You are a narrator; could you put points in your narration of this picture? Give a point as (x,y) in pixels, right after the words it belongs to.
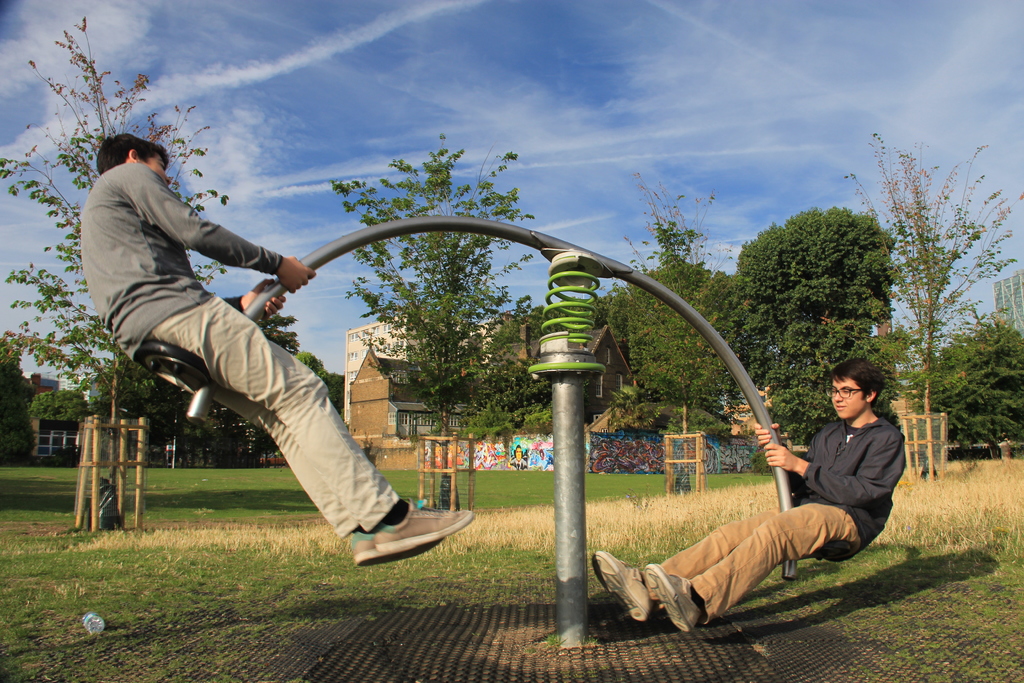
In this image we can see two people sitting on a seesaw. We can also see some grass (190,671), a bottle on the ground (116,642) and some plants (110,427) inside a wooden fence (123,523). On the backside (485,455) we can see a wall (387,445) with some painting (733,456) on it, a group of trees (645,424), buildings (415,373) and the sky (549,166) which looks cloudy.
